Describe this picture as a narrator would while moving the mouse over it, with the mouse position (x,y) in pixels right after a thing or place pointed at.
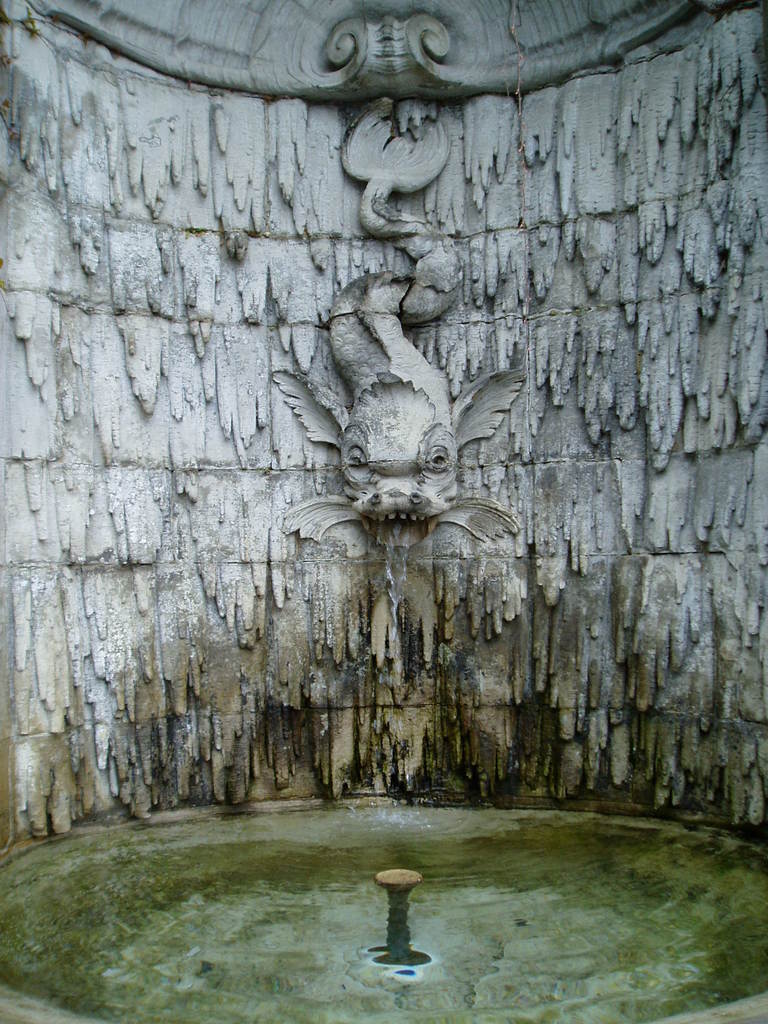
In this picture we can see the statue (470,515) of a dragon (470,503) on the wall (607,403). At the bottom (296,1017) we can see the fountain (409,869) and water (487,913).
